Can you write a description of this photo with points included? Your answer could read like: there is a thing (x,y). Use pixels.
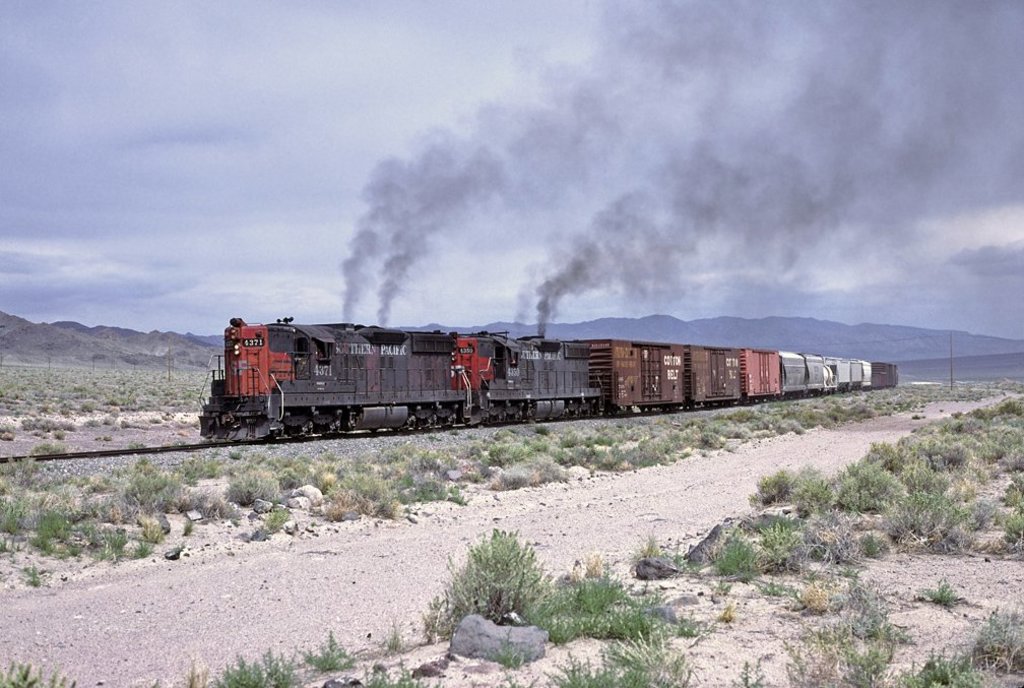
In this image we can see a train (511,400) running on the track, there are some rocks (522,654), plants (240,481), bushes (458,494), we can also see the mountains (62,336), and the sky (891,167).
